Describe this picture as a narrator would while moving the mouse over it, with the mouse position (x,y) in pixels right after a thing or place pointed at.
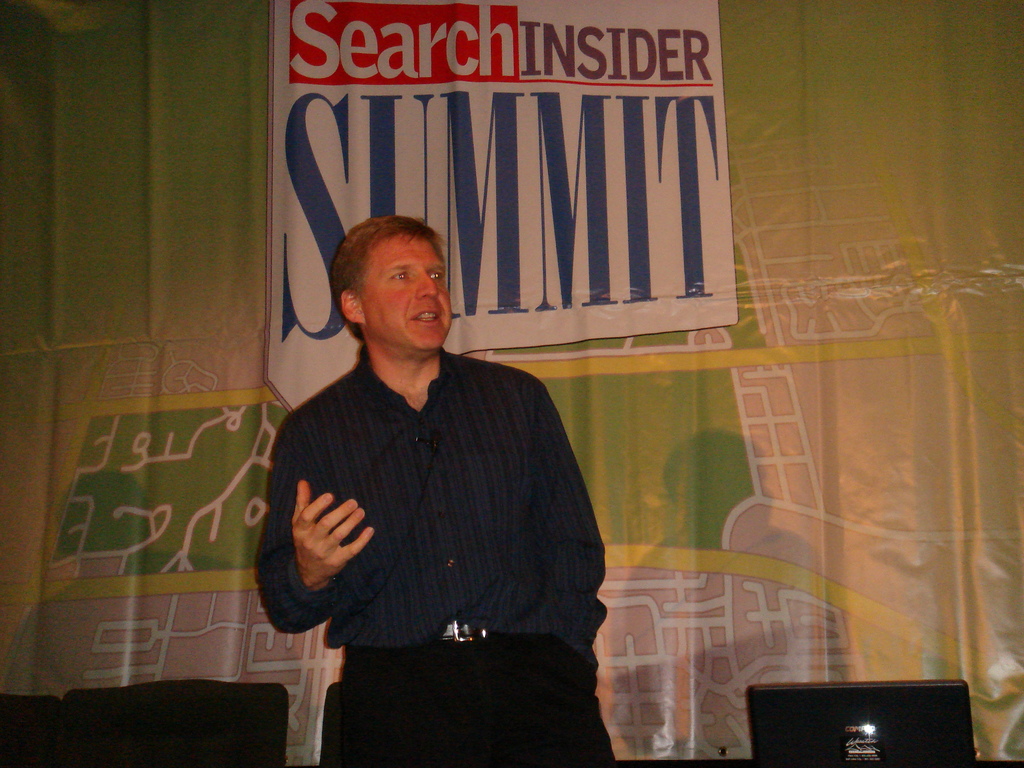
In the foreground (383,727) I can see a person (433,397), laptop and chairs (217,706). In the background (786,382) I can see a wall (82,160) and a poster (588,207). This image is taken in a hall (783,252).
